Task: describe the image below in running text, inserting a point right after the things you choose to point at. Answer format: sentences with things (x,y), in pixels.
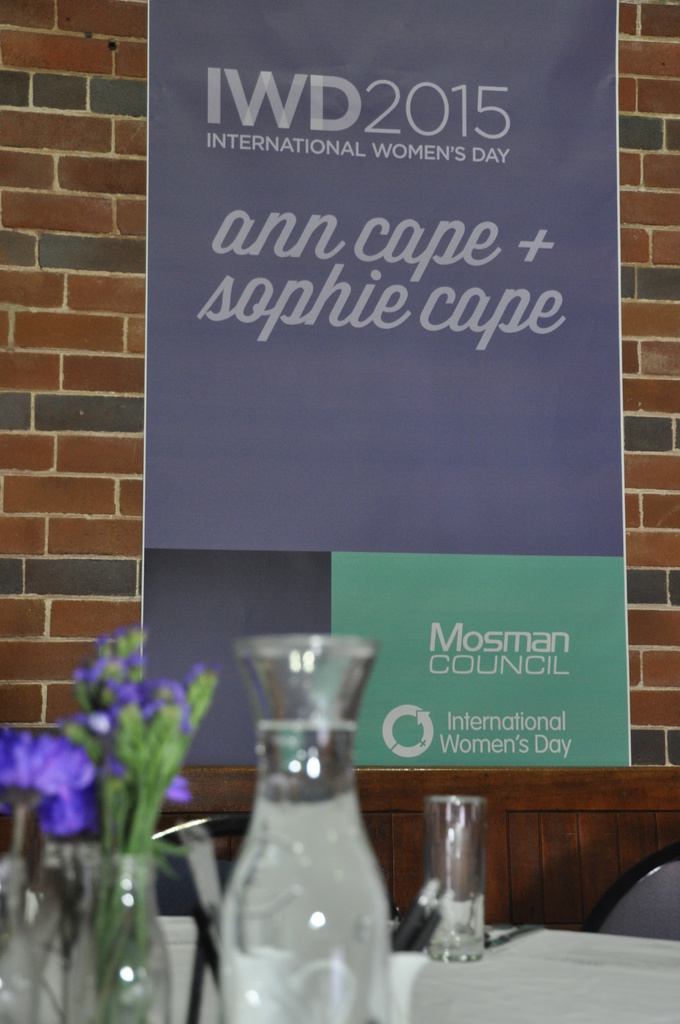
In this picture we can observe a purple and green color poster (401,424). There is a table (464,968) on which we can observe flower vase (134,939), jar (302,709) and a glass (449,871). There is a chair (639,899) in front of a table (491,980). In the background (73,433) we can observe a wall (52,292).
